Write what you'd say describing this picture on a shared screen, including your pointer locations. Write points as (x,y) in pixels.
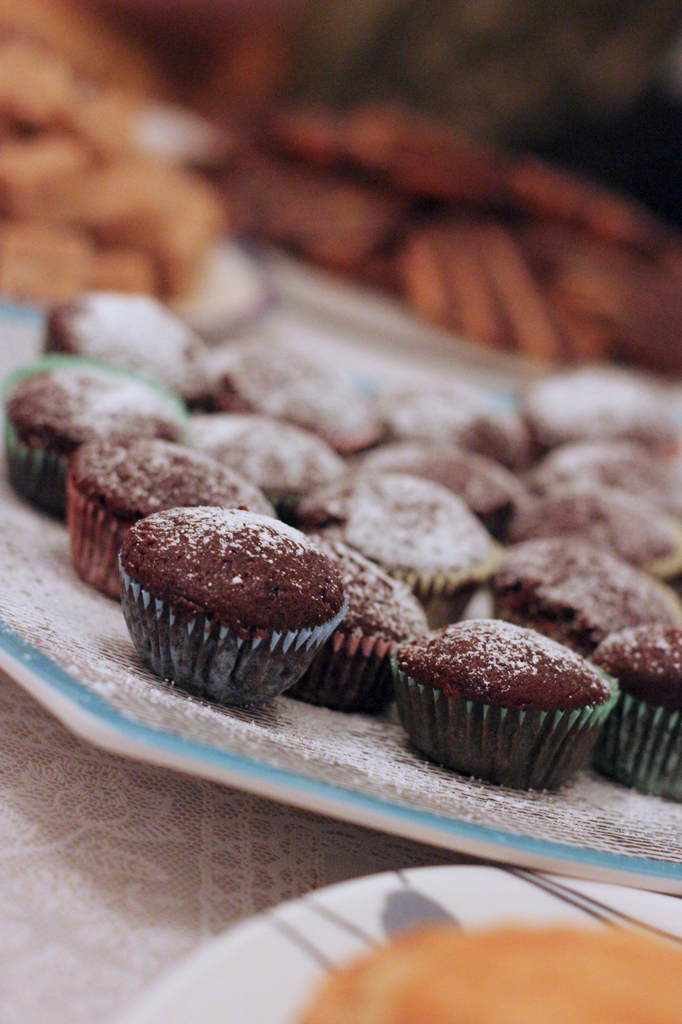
In this image I see the tray (246,776) on which there are number of cupcakes (311,513) which are of brown in color and I see a plate (375,882) over here on which there is a brown color thing (496,976). In the background (432,327) I see more food (98,56) and it is blurred.
